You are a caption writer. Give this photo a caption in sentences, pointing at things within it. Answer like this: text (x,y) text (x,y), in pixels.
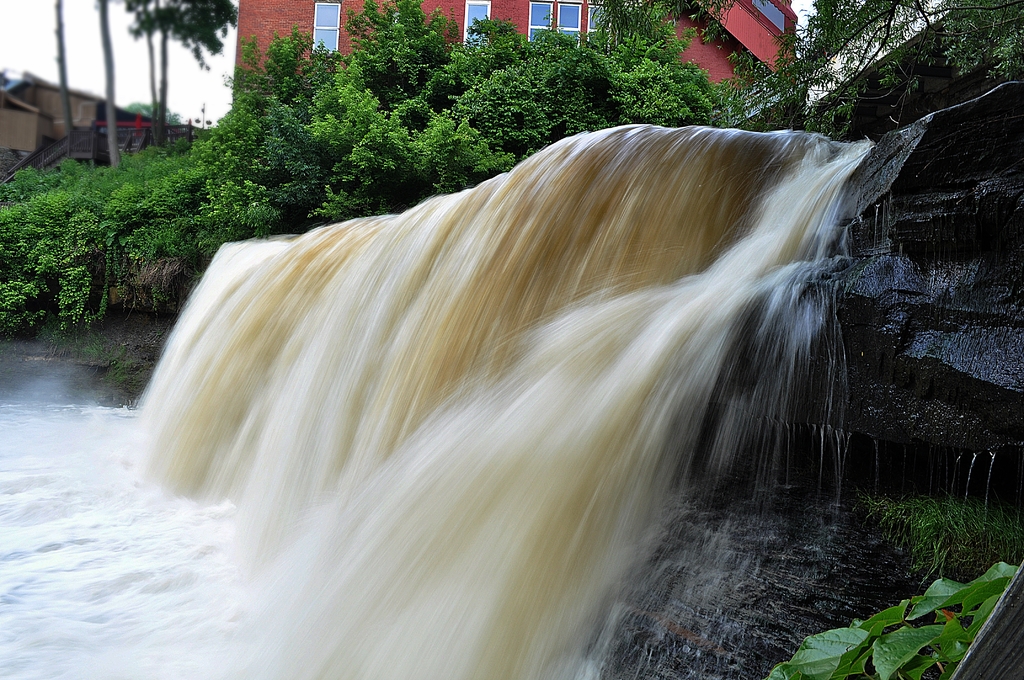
In this image, we can see waterfall (456,391). On the right side of the image (852,351), we can see rocks (963,200), grass (929,537) and plants (934,606). In the background (807,83), we can see trees (616,96), building (773,68), walls (48,124), glass windows (569,33), shelters (36,109), railings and sky (119,41).
